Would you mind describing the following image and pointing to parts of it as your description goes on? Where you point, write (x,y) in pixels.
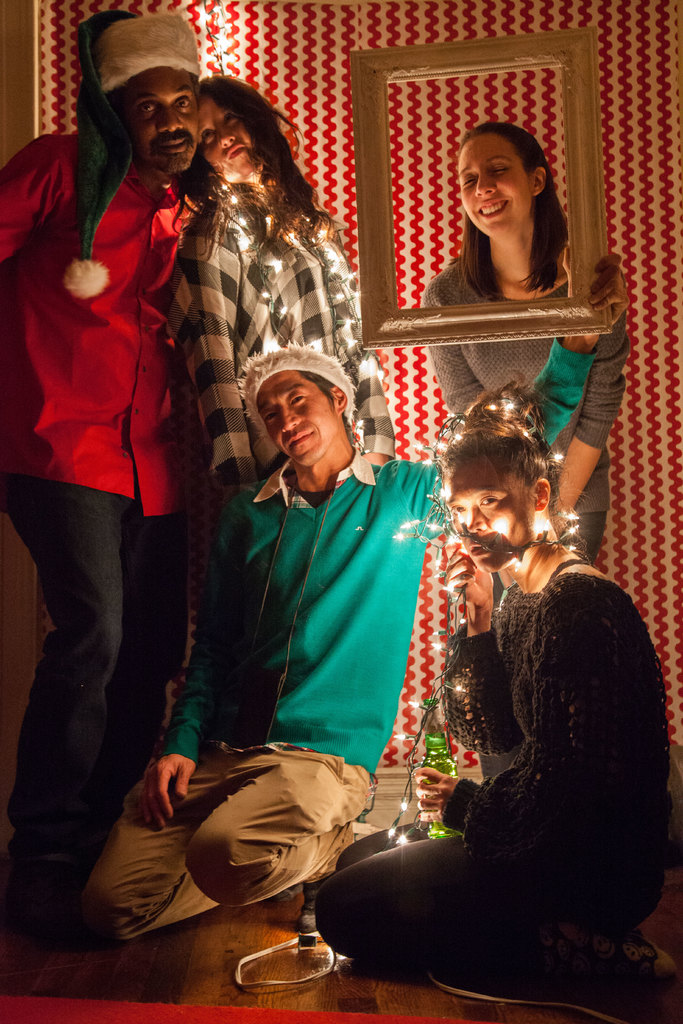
A person (300,659) wearing a blue shirt (307,608) and he is holding a frame (546,330) in his hand (611,269). Behind it there is a woman (539,345) standing. Left side (66,394) a person (135,325) wearing a red shirt (60,402) is wearing a cap (140,68). Beside him there is a woman (244,305). Right side (494,851) there is a woman (578,784) wearing a black top (554,712) is holding a bottle (430,782) in her hand (435,794).
